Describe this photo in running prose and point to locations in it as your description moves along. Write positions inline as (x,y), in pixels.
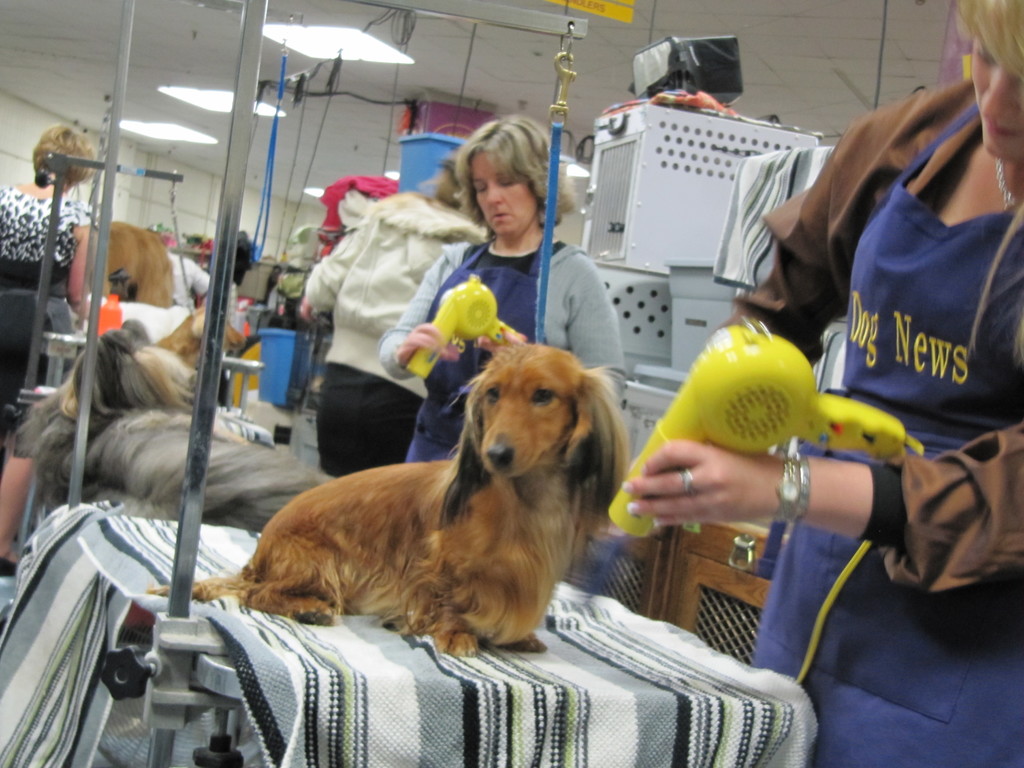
It is a dog (368,473) in brown color. on the right side (935,288) a woman (878,396) is standing and looking at this dog (341,500).
